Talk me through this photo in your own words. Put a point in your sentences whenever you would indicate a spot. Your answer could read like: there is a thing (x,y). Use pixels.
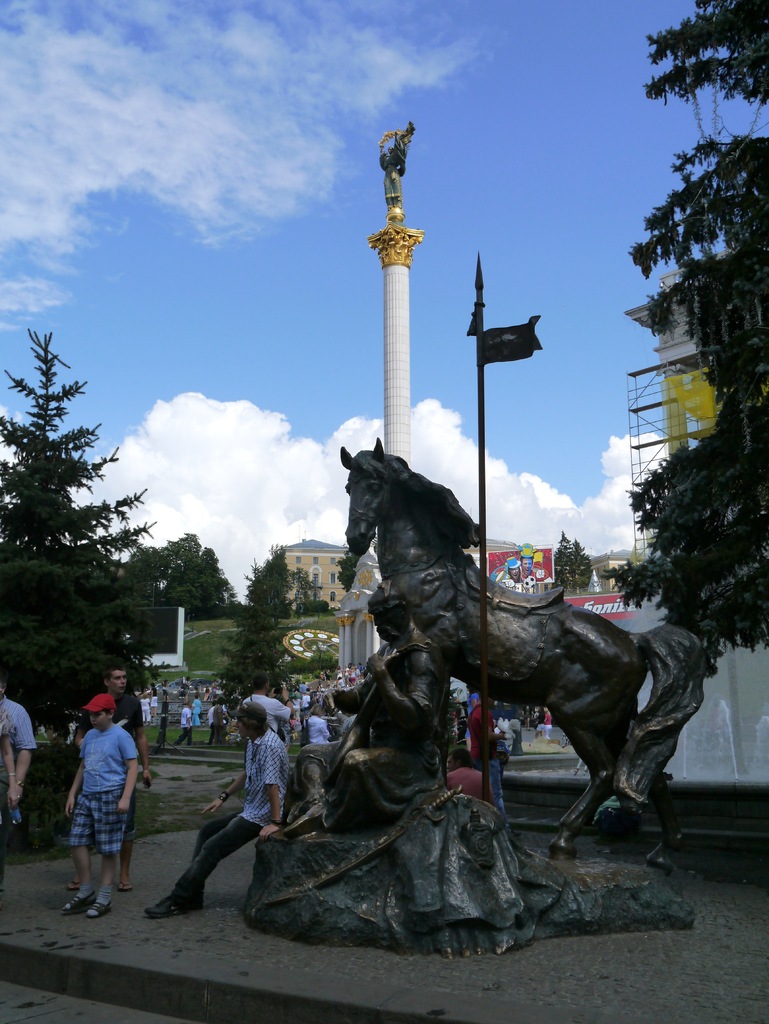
In this picture we can see a statue (423,707) and group of people (318,690), in the background (599,566) we can find few trees (276,585), a tower (396,223), buildings (599,567) and clouds (216,473).
